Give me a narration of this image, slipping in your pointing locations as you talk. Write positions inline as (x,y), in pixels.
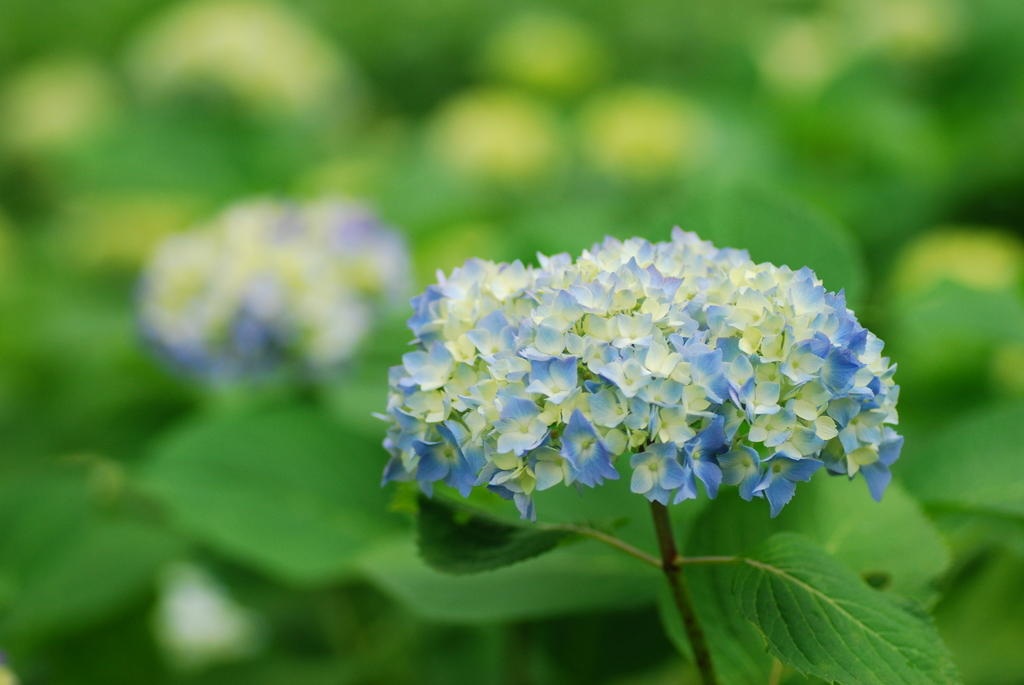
In this image, we can see some flowers (685,269) and we can see some green leaves (196,474).
